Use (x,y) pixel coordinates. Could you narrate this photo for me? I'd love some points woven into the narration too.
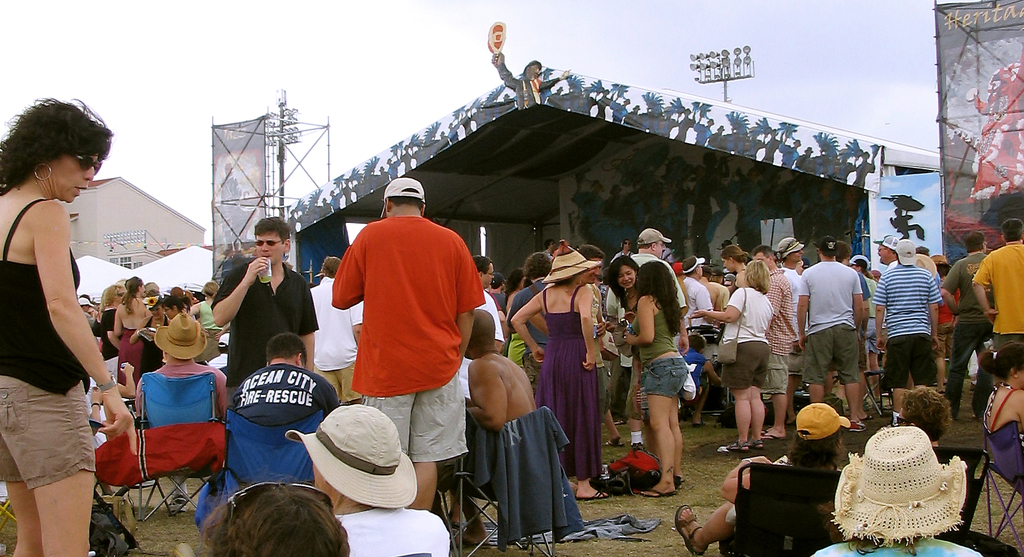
In the foreground of this image (695,340), there are people (136,308) standing and sitting on the chairs (778,502). In the background (603,212), there is a shed (588,172), two banners (261,180) to the poles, two light poles (737,68) and a building (153,231). At the top (333,29), there is the sky (268,31).
